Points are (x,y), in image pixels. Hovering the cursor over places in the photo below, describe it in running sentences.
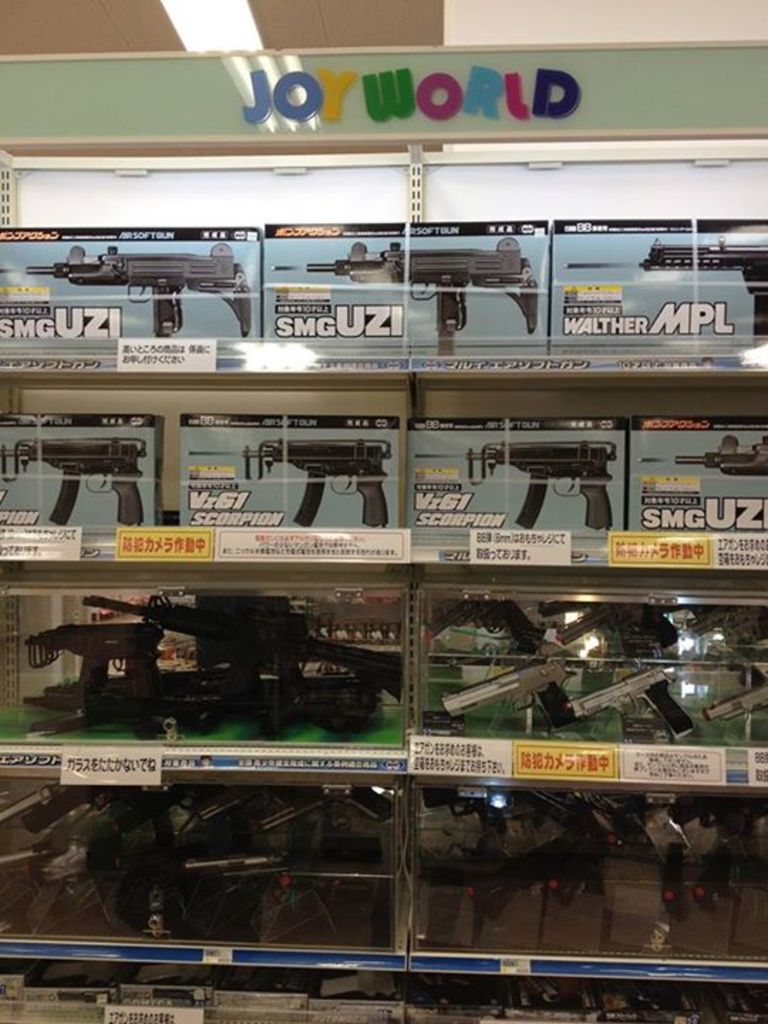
In this picture we can see racks (244,372), there are some boxes (259,311) present in these racks (141,386), we can see toy guns (290,704) here, there are some price tags (294,556) pasted here, there is a light (201,20) at the top of the picture (211,17), we can see a board (549,123) here.
